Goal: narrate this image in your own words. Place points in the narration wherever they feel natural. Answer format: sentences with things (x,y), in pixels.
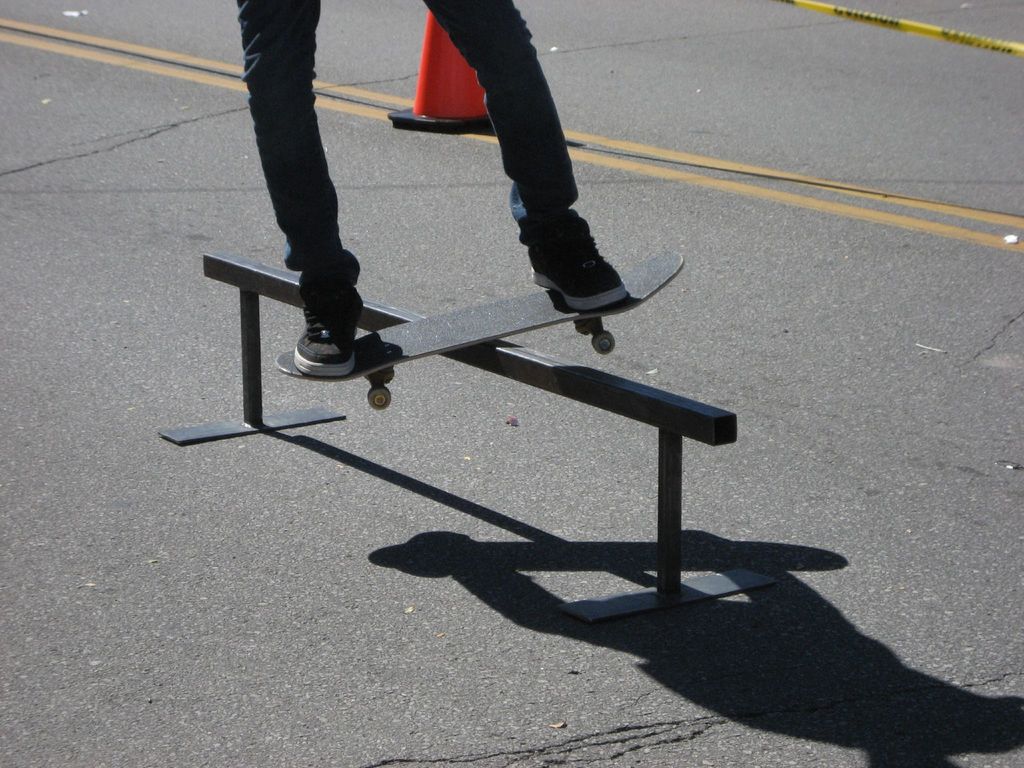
In this picture we can see person's legs (316,370) on skateboard (600,322) on iron rod (603,372) and traffic cone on the road (842,128).
